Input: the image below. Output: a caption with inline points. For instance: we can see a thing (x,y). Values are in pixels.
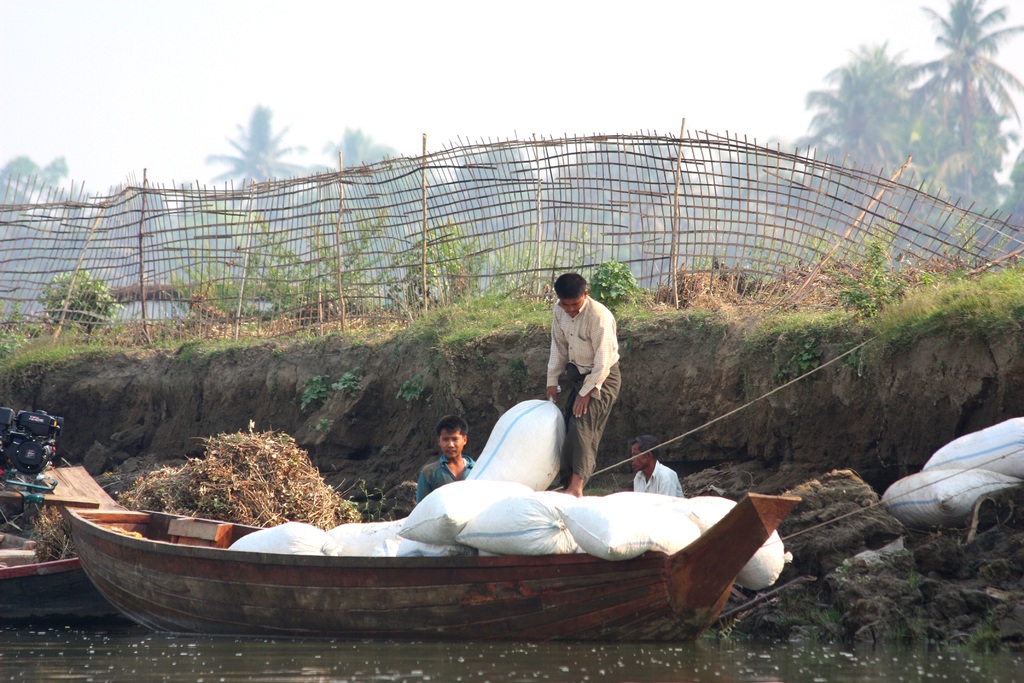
In this image we can see boats (143,576) on the water (484,648). On the boat (373,558) there are sacks (489,498). Also we can see few people (605,384). Also there is soil (709,356). And there are trees (846,135). In the background (616,66) there is sky (522,77).
